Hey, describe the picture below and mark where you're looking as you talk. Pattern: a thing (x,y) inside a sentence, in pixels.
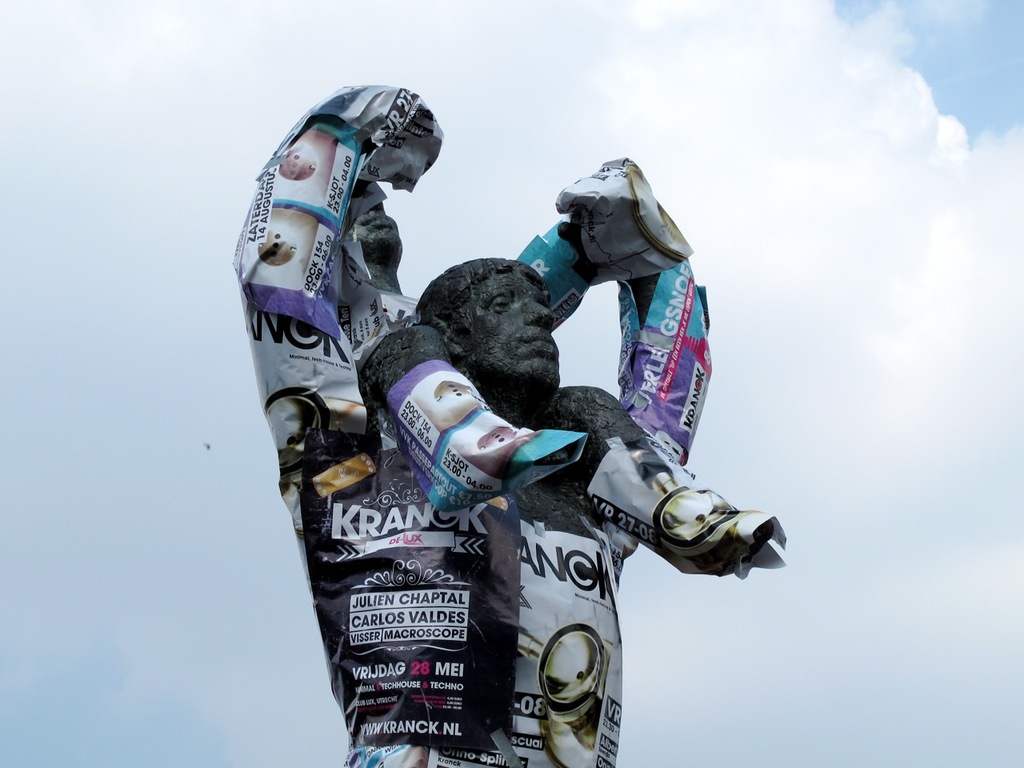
In the image there is a statue of a man (410,422) with papers (504,588) all over it and above its sky (815,38) with clouds (299,57).
